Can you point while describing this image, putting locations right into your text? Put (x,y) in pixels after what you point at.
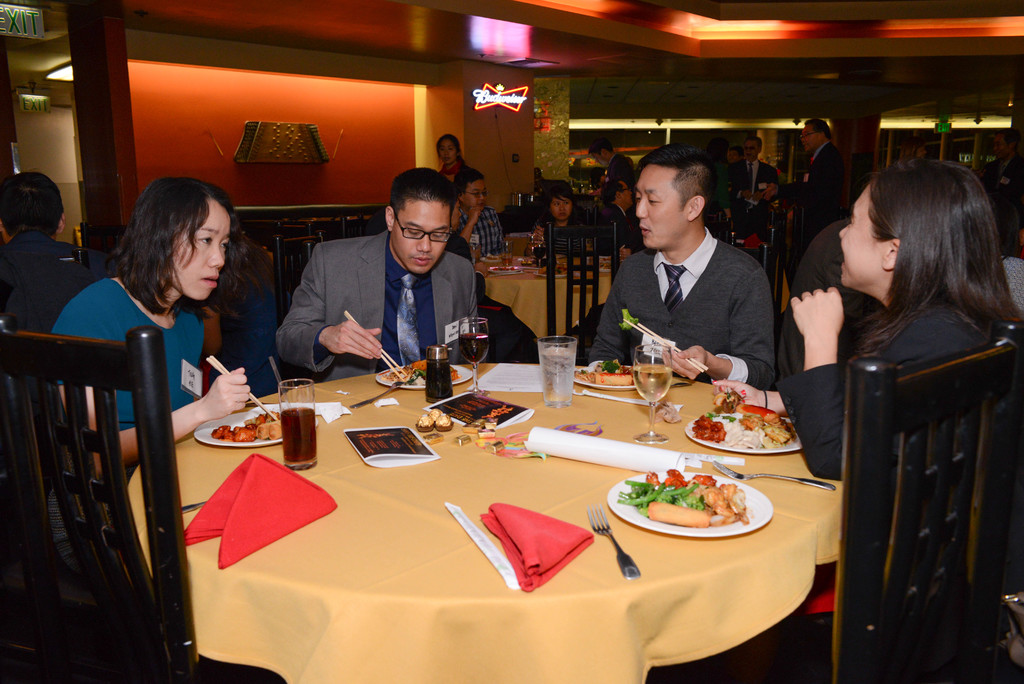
In the image we can see there are people (637,276) who are sitting on chair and on table (602,560) there is a plate (635,519) in which there are food items (675,502), fork (616,561), juice glass (303,440) and kerchief (277,526).
